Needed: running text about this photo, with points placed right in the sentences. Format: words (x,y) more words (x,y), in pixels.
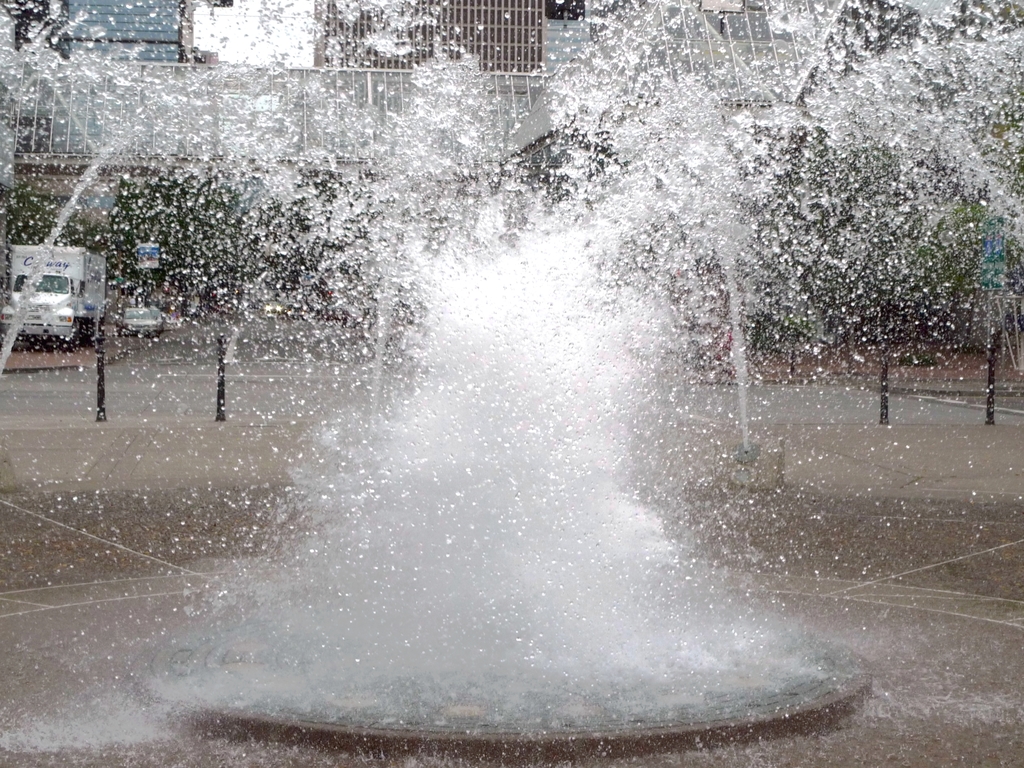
In this picture we can see water (437,406), in the background (64,271) we can find few vehicles (45,347) and buildings (387,115).
